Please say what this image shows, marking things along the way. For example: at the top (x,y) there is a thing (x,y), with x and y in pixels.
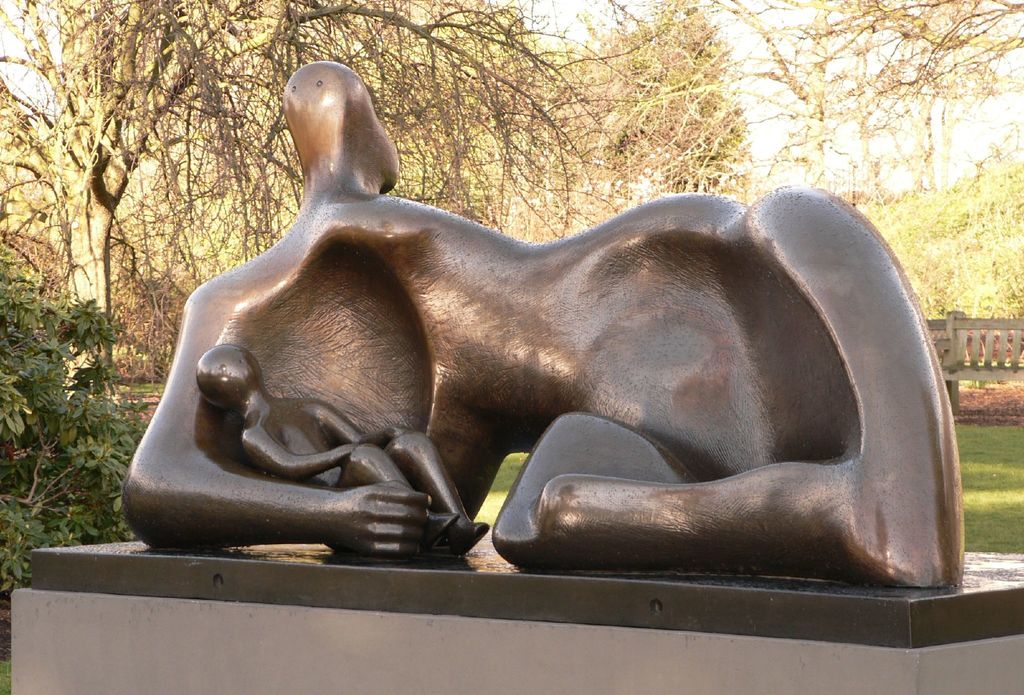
In the foreground of picture (449,495) there is a sculpture (428,451). On the left (42,369) there are trees (46,203). In the background (875,182) there are trees (539,228), grass (993,515), plant (952,283) and sky (769,119). On the right (992,352) there is a bench (962,357).
